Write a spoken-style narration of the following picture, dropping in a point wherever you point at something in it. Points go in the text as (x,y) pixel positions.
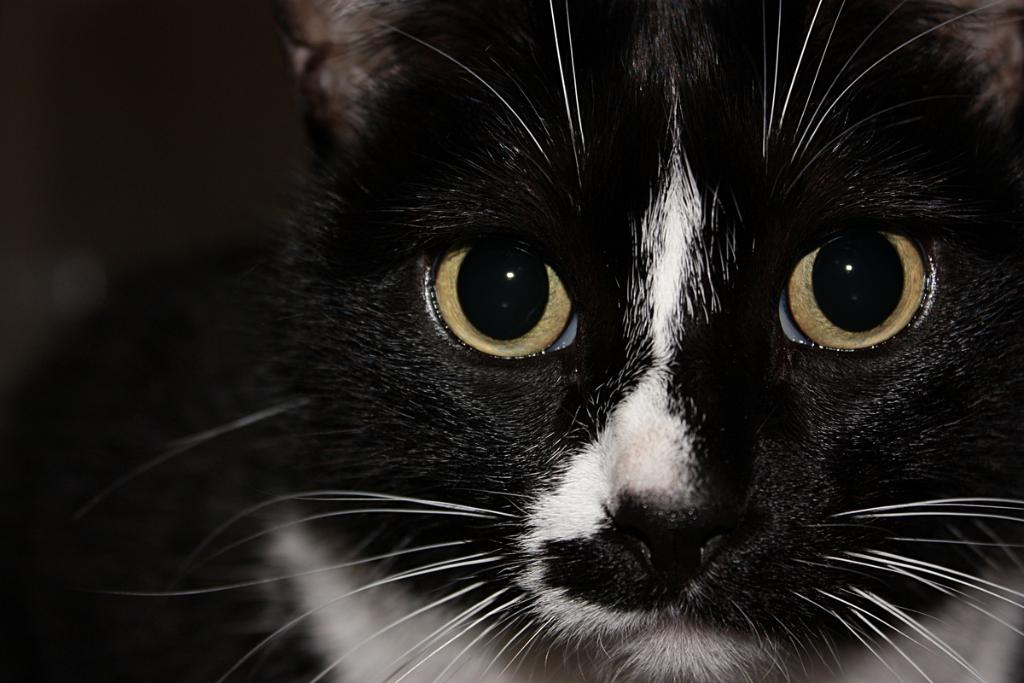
In this image we can see a cat (469,659). There is a blur background (167,167) in the image.
